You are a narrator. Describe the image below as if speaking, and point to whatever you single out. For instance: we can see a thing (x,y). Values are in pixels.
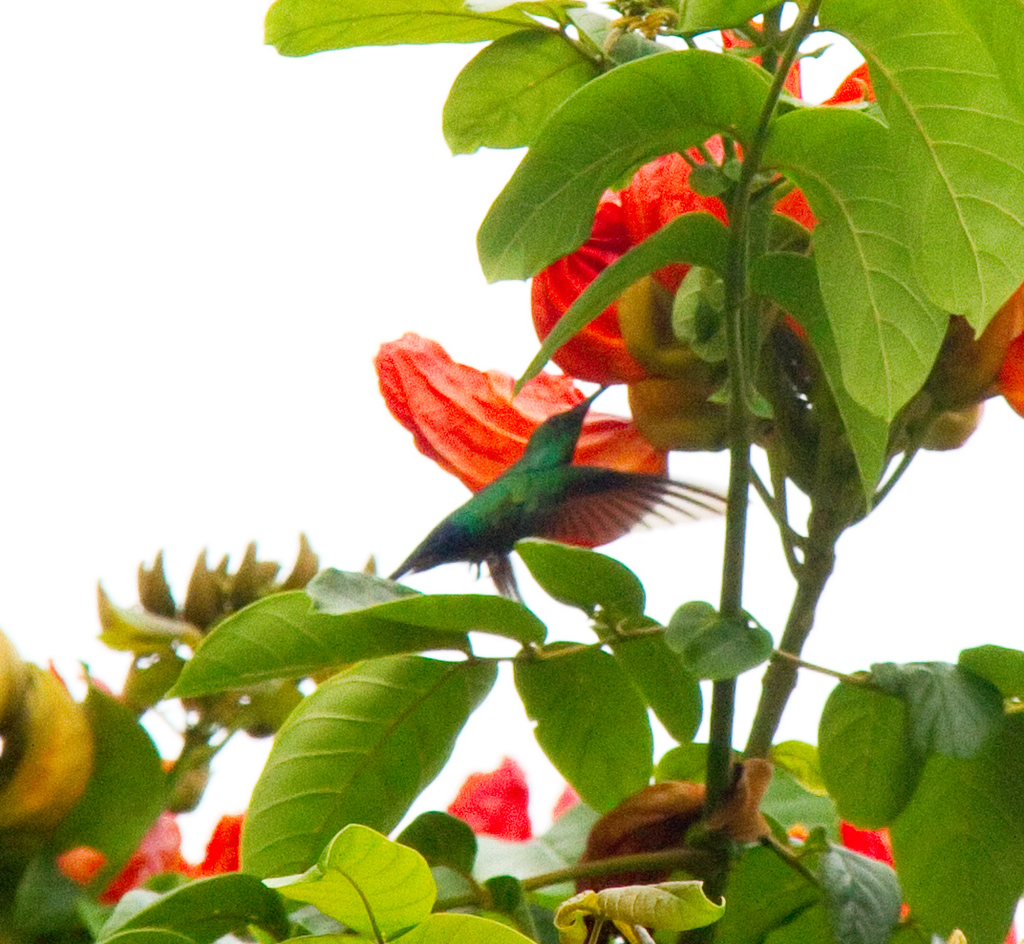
In this image there is a tree (562,703), on that tree (543,565) there is a bird (498,512).
